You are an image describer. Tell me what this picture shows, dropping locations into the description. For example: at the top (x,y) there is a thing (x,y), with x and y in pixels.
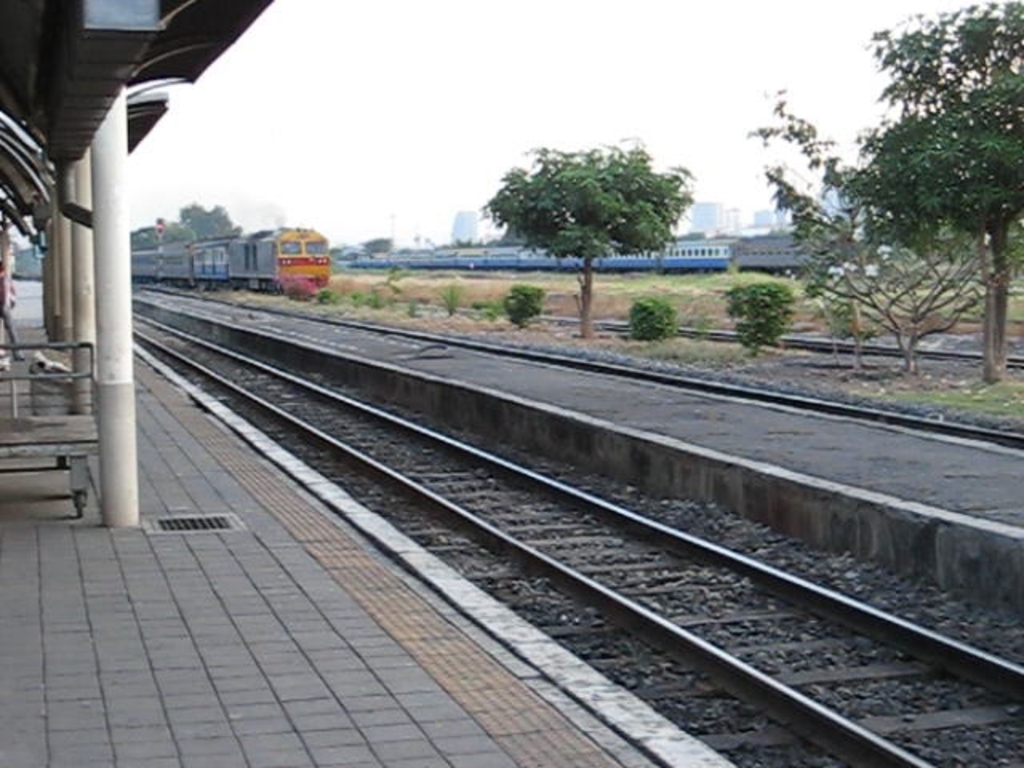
In this image we can see a train (269,257), railway tracks (897,674), trees (998,194), shrubs (781,317), bushes (763,321), sky (480,175), buildings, poles (92,246), shed (4,94) and a trolley (55,444).
